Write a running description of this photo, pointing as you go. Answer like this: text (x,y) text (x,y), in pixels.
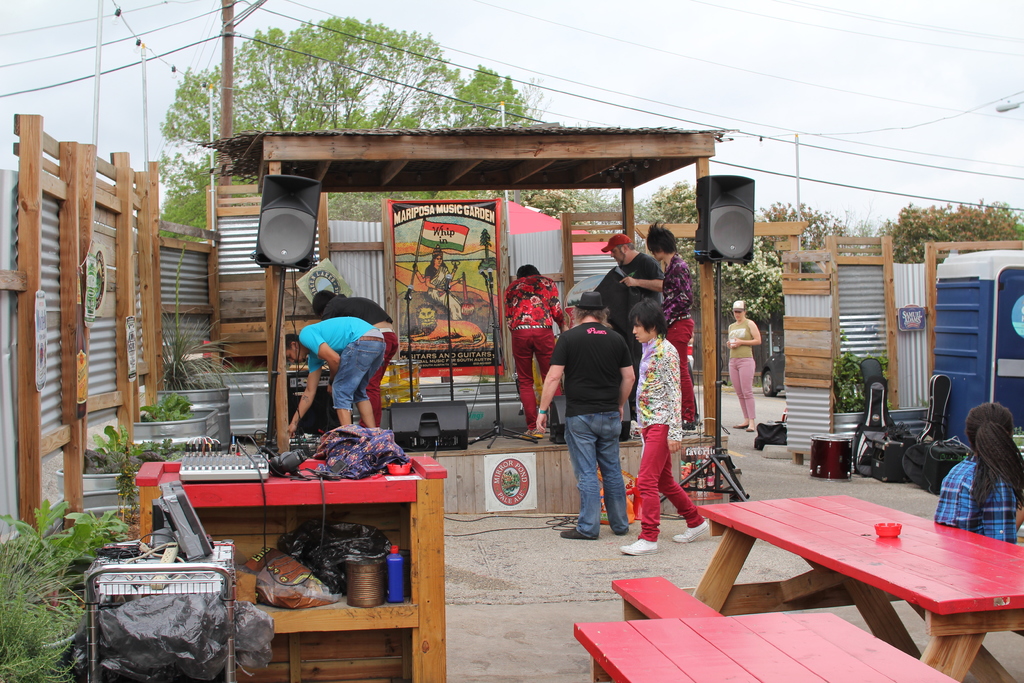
In this picture we can see some persons (573,347) are standing on the road (547,524). These are the musical instruments (855,459). And this is table (864,564). Here we can see some plants (57,511). And this is banner (443,291). On the background (439,195) we can see some trees (911,220). And this is sky (820,59).
